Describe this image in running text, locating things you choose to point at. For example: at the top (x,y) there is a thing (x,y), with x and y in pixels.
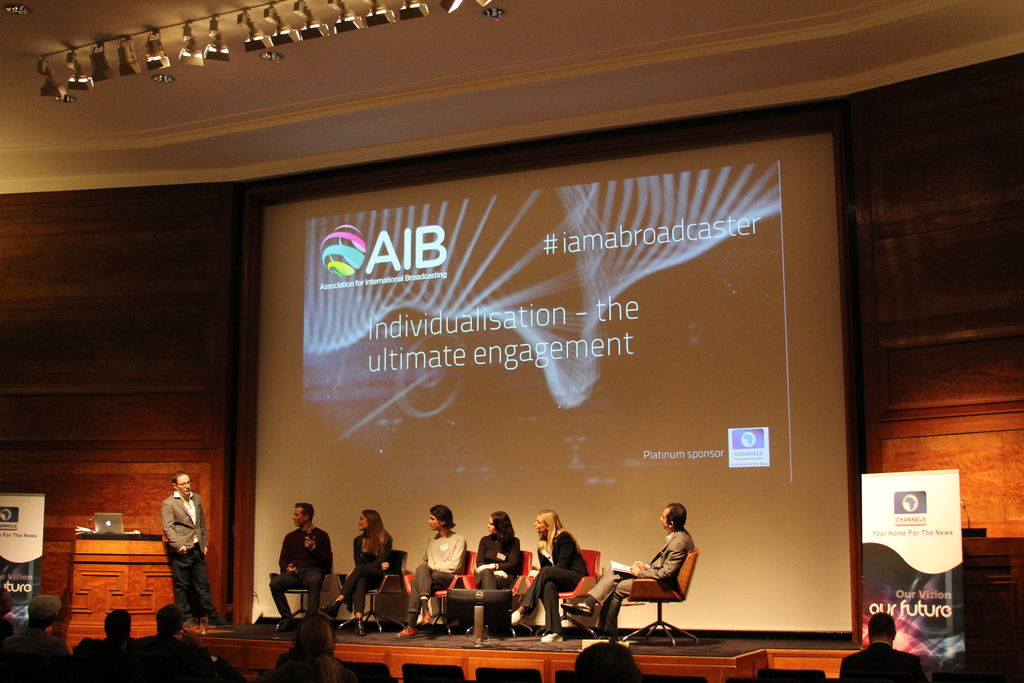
In this image people (424,587) are sitting on the chairs (472,577). Left side (165,593) there is a person (179,580) standing on the stage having a table (106,581). On the table (119,557) there is a laptop (111,520) and papers (85,529). Beside there is a board (29,547). Bottom of the image (180,641) there are people (332,646) sitting on the chairs (411,672). Right side (945,633) there is a banner (919,544). There is a screen (532,537) having some text (614,334) displayed on it. Background (18,365) there is a wall (89,349). Left top there are lights (285,23) attached to the roof (218,85).
